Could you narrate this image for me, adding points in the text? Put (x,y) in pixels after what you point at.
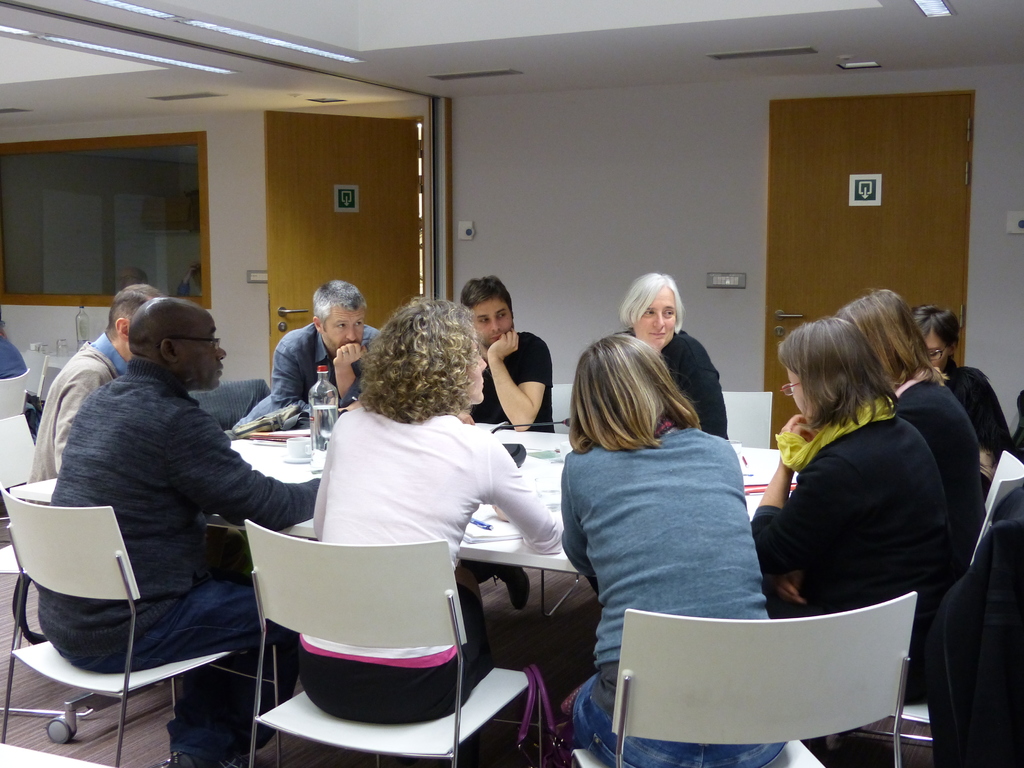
This Image is clicked in a room (749,514). There are lights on the top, there is a table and chairs (800,648) around the table (274,454). People (562,519) are sitting in chairs (900,717). There is a door (874,225) on the right side (860,268). On the table (559,507) there is a bottle (316,451), cup (302,449), paper (747,477).
